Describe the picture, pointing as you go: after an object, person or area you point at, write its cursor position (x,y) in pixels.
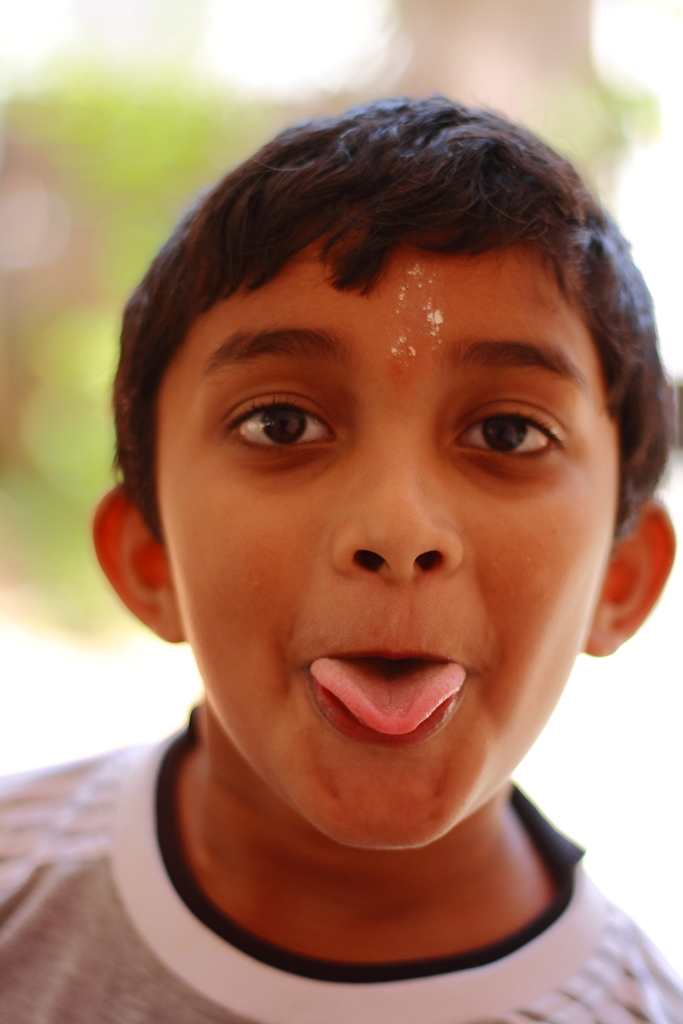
In this image we can see a boy (340,556). There is a blur background (167,102) in the image.
